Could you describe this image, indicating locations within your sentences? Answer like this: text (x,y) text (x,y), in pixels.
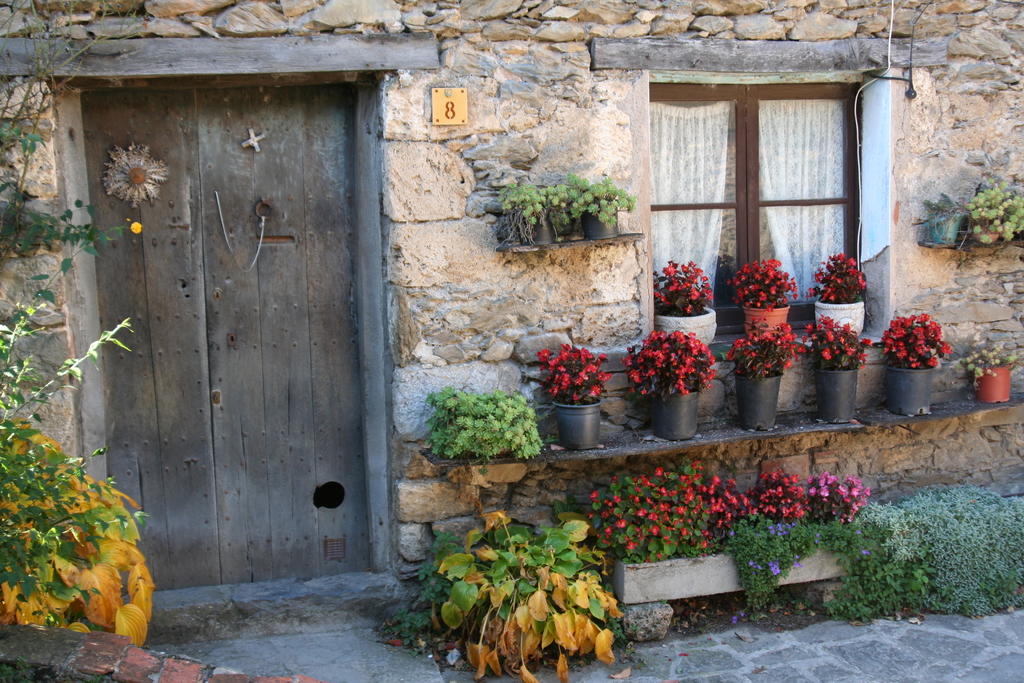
In this image there is a wooden door (322,204), beside the wooden door (250,285) there is a wall (525,159), beside the wall (542,169) there is a window (724,206), in front of the window (747,242) there are a few plants (655,388).
